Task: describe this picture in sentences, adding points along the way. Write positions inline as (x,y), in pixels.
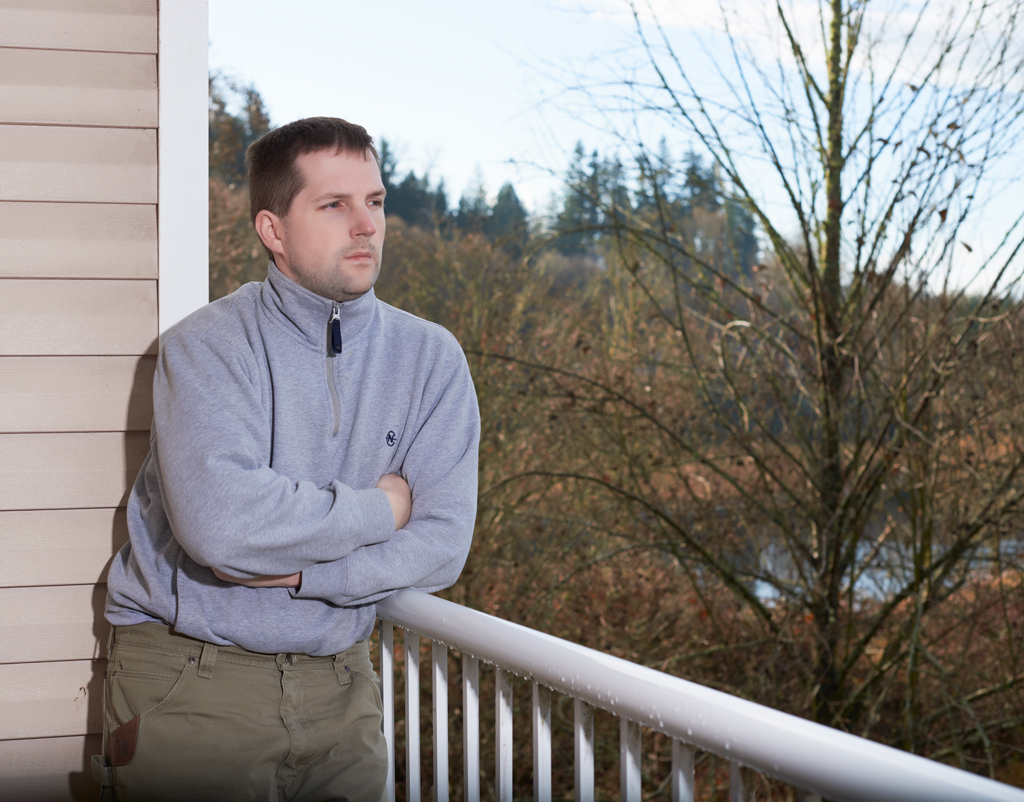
In the image in the center (451,529) we can see one person (243,518) standing. And there is a wall (117,464) and fence (466,783). In the background (605,323) we can see the sky (458,76), clouds (881,4) and trees (464,325).
